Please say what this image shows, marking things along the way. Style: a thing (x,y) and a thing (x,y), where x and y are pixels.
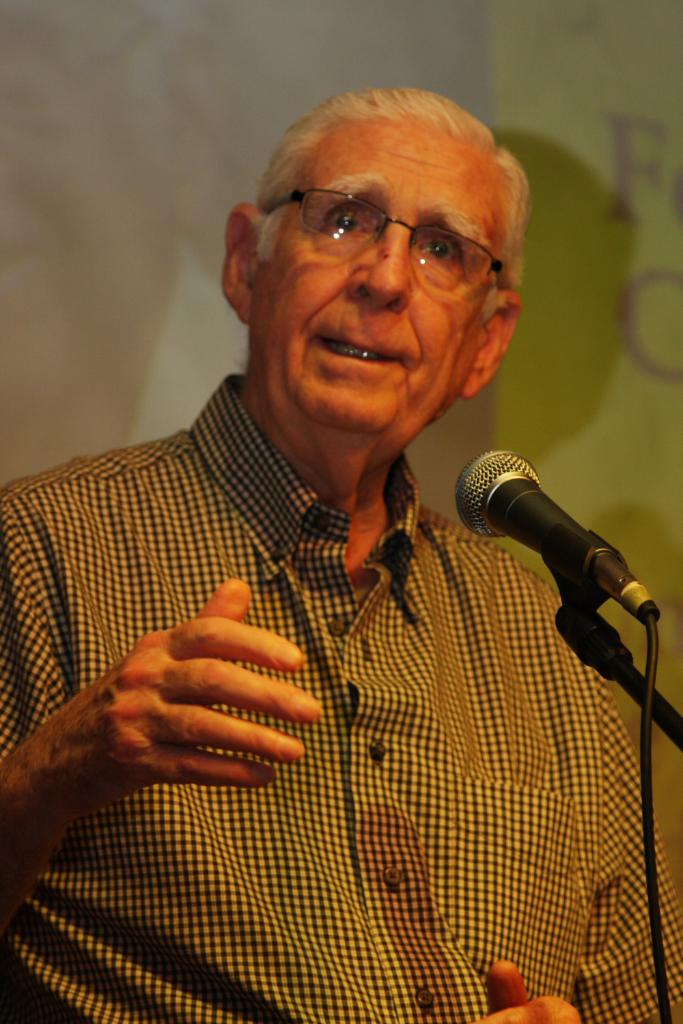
In this image we can see a man (337,733) wearing specs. In front of him there is a mic (503,511) with mic stand (562,568). In the back (294,38) there is a wall (62,382).
